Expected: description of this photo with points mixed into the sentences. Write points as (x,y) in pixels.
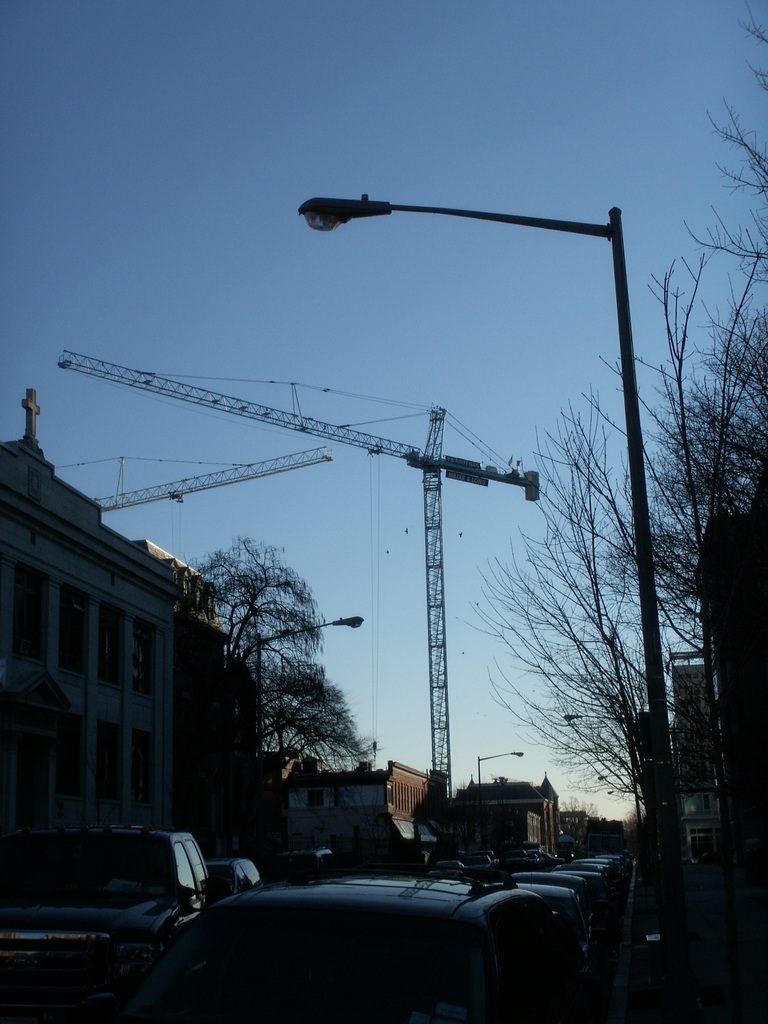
In this image there is a road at the bottom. On the road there are so many cars (349,884). On the left side (113,729) there is a building (101,700). Beside the building (72,698) there are cranes (429,631). On the right side (672,987) there is a pole (678,962) with the light (359,209) on the footpath (648,975). Behind the pole (647,582) there are trees (688,490). At the top (209,148) there is the sky (187,141).
